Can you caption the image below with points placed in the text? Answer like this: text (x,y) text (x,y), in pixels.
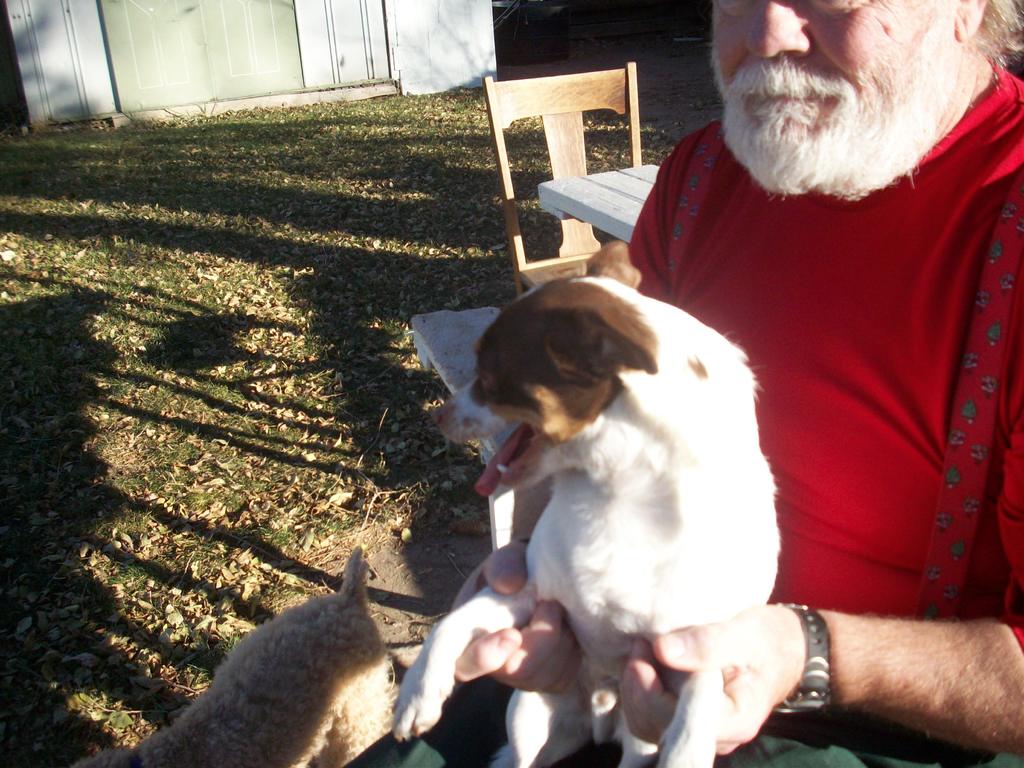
In the image there is an old man (821,445) holding a dog (531,558), back side of him there is a chair (564,156) and on the floor (244,209) there are dry leaves (256,376) and grass (120,495).
